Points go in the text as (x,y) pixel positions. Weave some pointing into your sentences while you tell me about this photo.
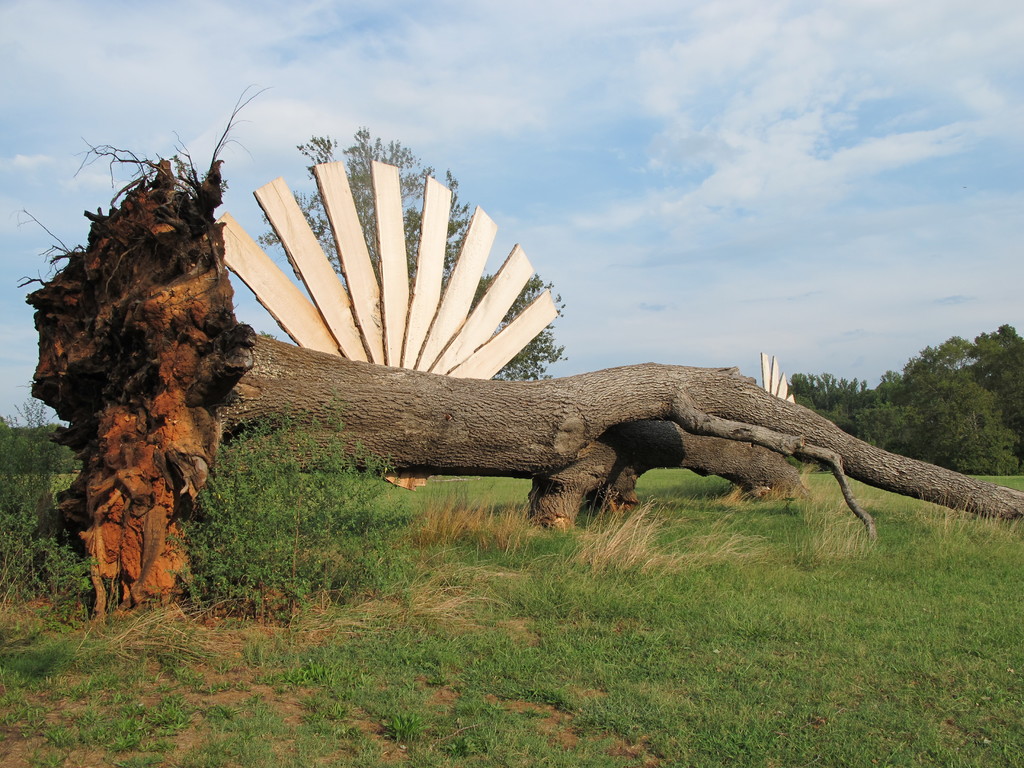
In this picture I can see tree trunk (463,379), plants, wooden sheets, grass (959,590), trees (823,396), and in the background (744,266) there is sky (783,253).
